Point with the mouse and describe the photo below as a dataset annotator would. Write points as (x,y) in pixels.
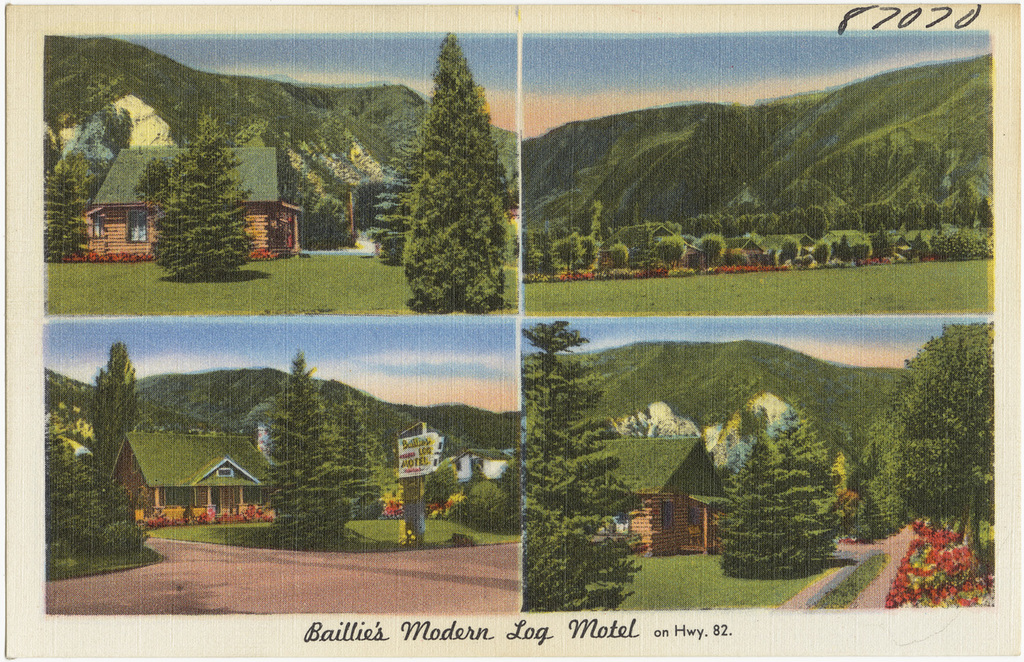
In this image we can see a collage photo. There are few houses (677,465) in the image. There is a grassy land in the image. There are many trees (534,244) and plants (504,490) in the image. There are few hills (506,165) in the image. There are flowers (927,582) to the plants (910,582). There is a board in the image.
